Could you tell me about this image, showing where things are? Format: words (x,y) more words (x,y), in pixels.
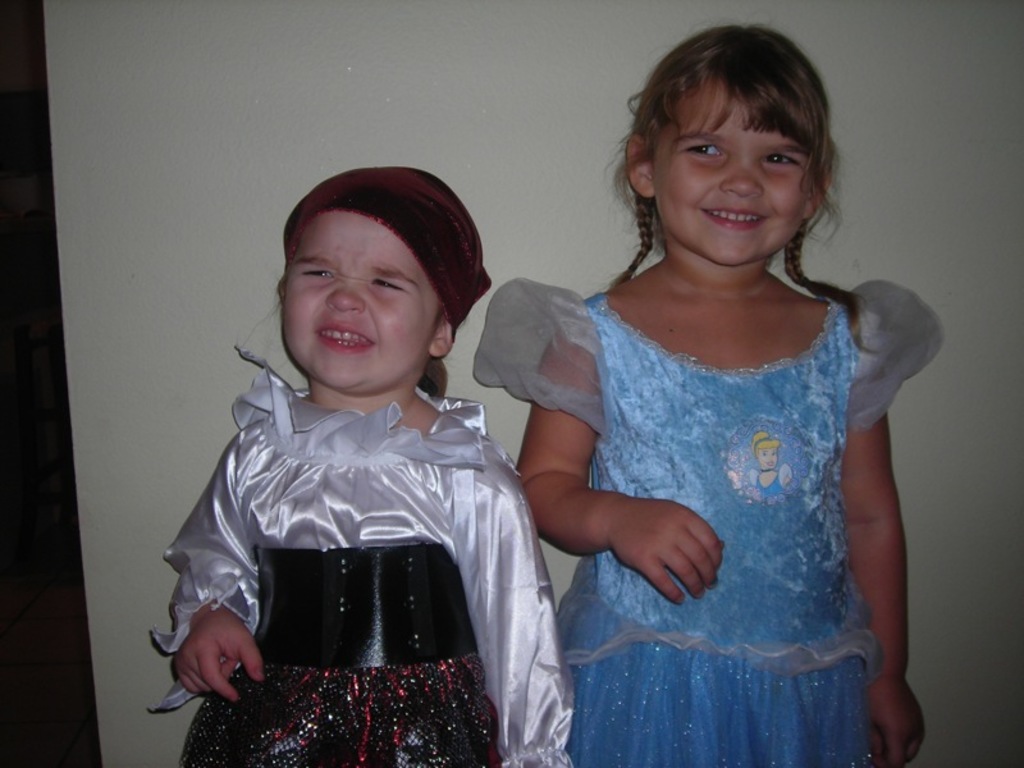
As we can see in the image there is white color wall (167,261) and two girls (363,428) standing. The girl (684,579) standing on the right side (739,582) is wearing sky blue color dress (777,520) and the girl (371,364) standing on the left side (330,506) is wearing silver color dress (299,551).
